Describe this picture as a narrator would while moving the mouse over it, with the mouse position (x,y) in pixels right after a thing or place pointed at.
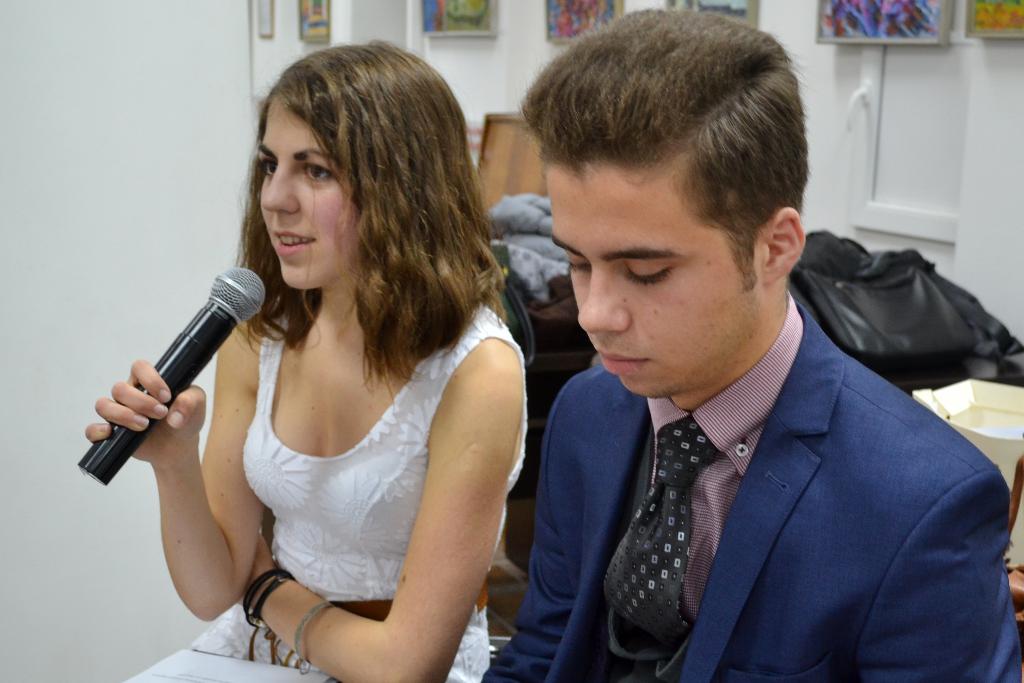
This picture shows a man (678,67) and a woman (433,111) seated and we see a woman (334,88) speaking with the help of a microphone (237,306) and we see few photo frames (579,7) on the wall (946,50).
